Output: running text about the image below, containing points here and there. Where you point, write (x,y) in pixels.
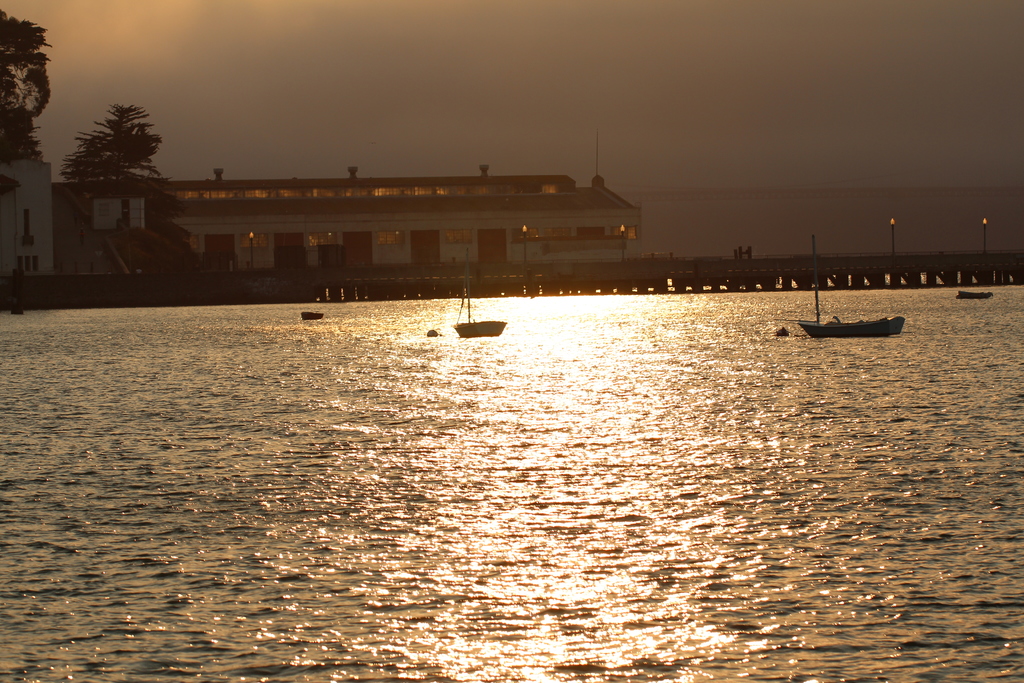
In this image we can see a river (453,385). On the river (395,322) there are some boats (322,313). In the background of the image (28,231) there is a building (34,215), beside the building (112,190) there are trees (93,140) and sky (541,170).
